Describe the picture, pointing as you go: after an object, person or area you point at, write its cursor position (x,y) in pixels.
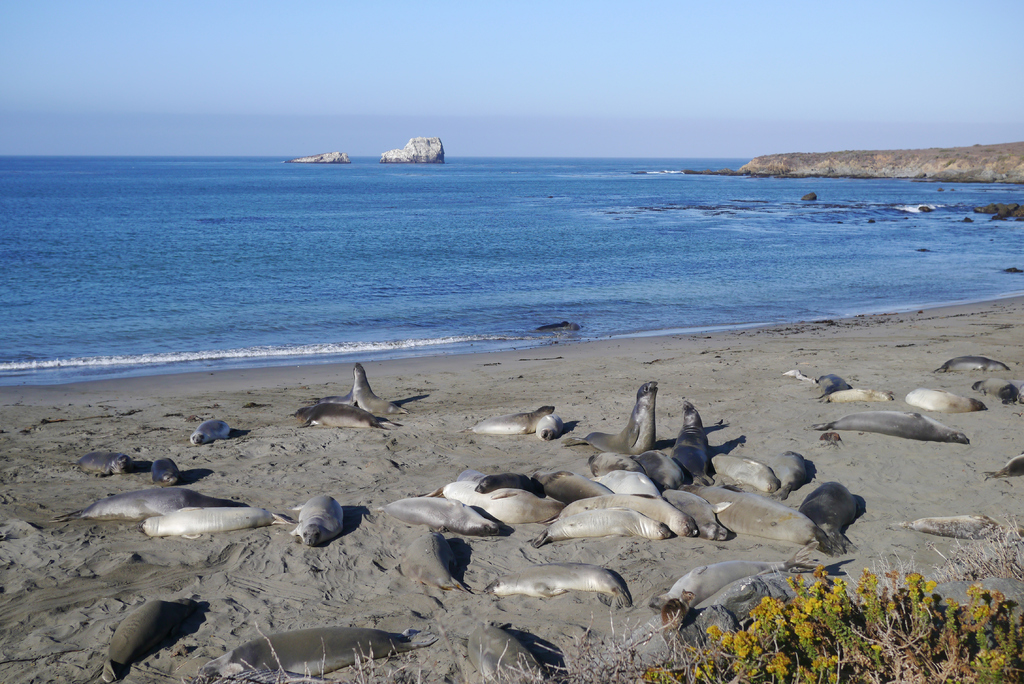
In this image I can see few animals (123,456), they are in cream and gray color. I can see the plants (803,637) in green color, background (615,242) I can see the water (341,262), few rocks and the sky (400,55) is in blue color.
